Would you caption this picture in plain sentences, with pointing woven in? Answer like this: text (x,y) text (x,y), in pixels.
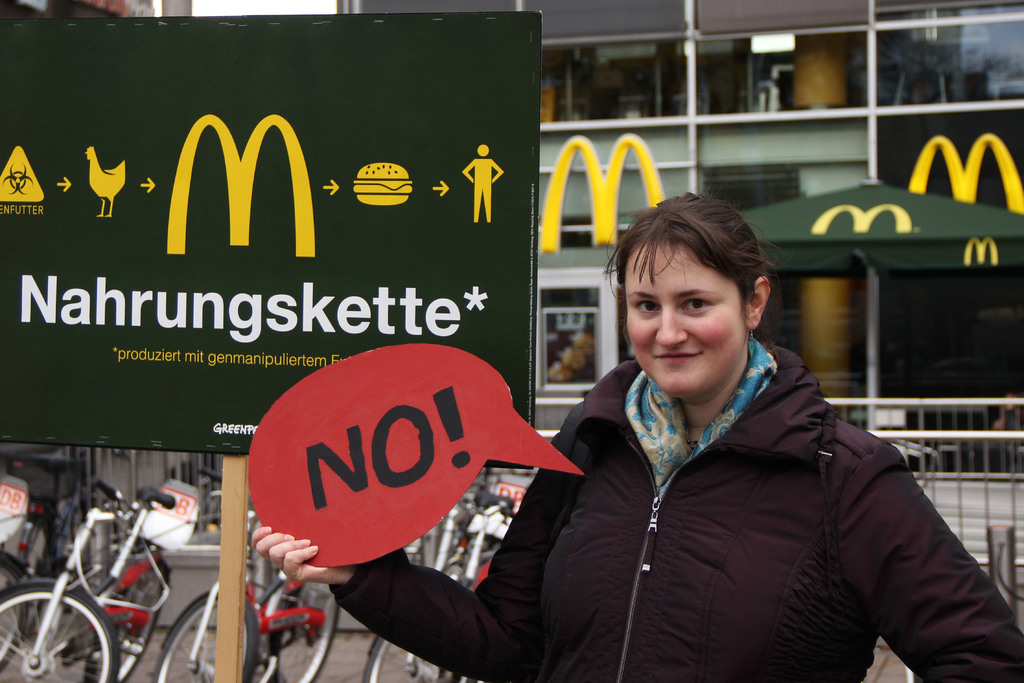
In this image I can see a woman (708,505) wearing brown colored jacket (759,570) is standing and holding a red colored board (441,366) in her hand (290,539). In the background (389,316) I can see a black colored board (226,182), few bicycles (179,535) on the ground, a green colored tent (819,240) and a building (832,364).
